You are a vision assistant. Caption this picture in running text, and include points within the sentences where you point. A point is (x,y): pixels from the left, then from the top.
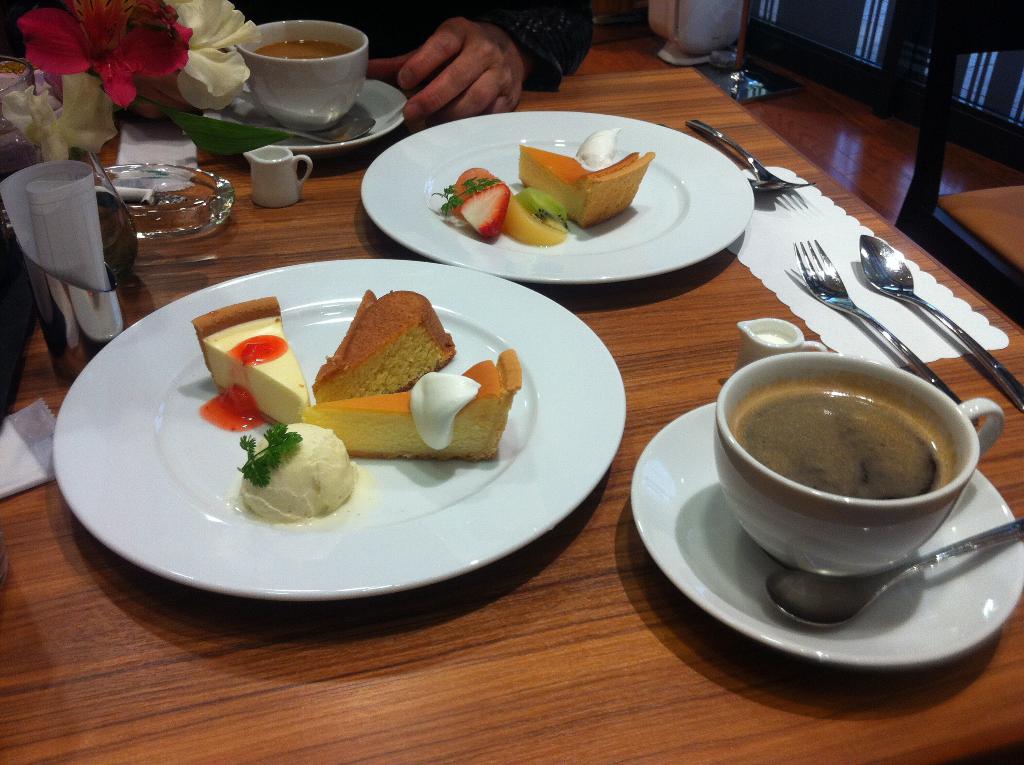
At the bottom of the image (198,702) there is table (449,673). On the table (608,497) there are plates (445,240) with food items (579,168), cup (782,435) with saucer (697,467) and a spoon (874,580). And also there are forks (860,310), spoons (930,314), bowls (192,197), flowers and some other things (73,289). At the top of the image (441,60) there is a hand (468,33) of a person (480,53) on the table (308,196). On the right side of the image (993,243) there is a chair (993,243).
